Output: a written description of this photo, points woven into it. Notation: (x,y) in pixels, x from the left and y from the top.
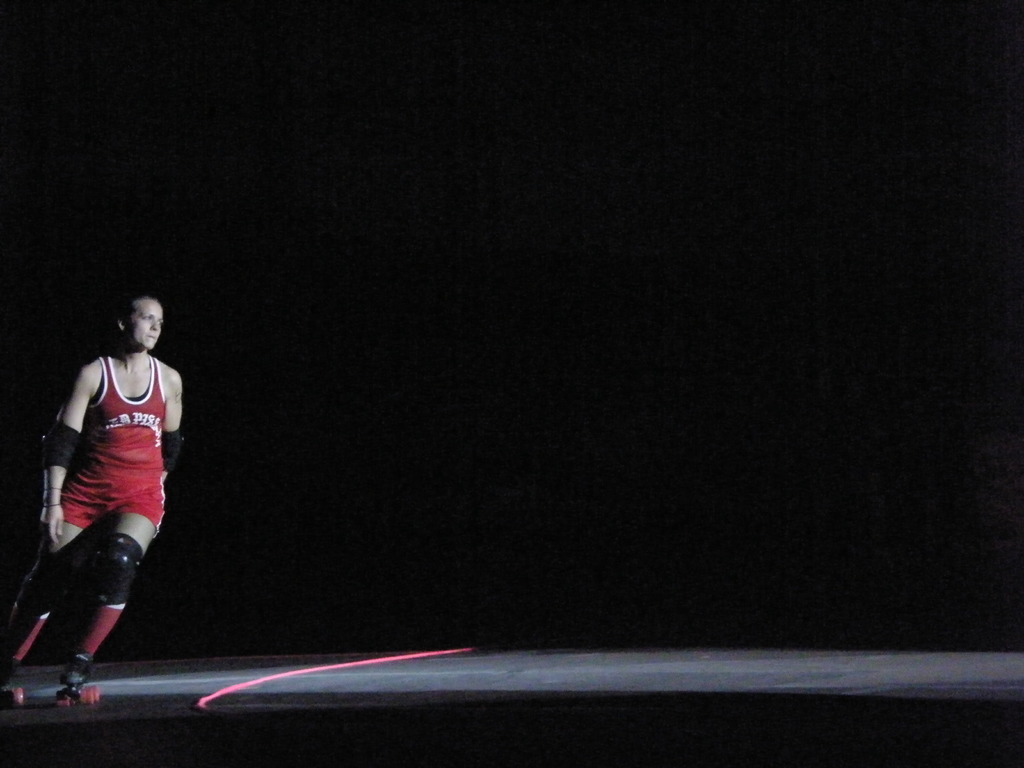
On the left side (112,482) there is a person (74,434) wearing knee pad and elbow pad (58,443) is on roller skates (80,675) and skating. On the floor (179,689) there is a red rope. In the background (569,487) it is dark.
